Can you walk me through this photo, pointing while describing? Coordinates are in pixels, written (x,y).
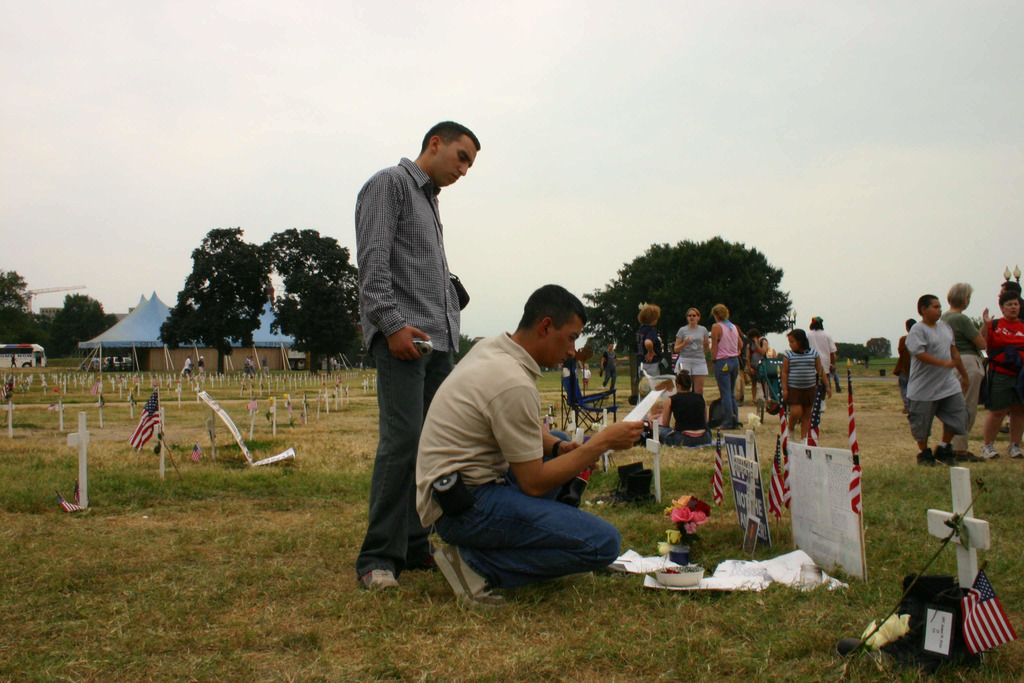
In this image there are a group of people (567,460) some of them are standing and some of them are walking, and at the bottom (287,607) there is grass (601,584). In the grass (148,465) there are some flags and some cross symbols (82,472), in the background (705,263) there are some trees (337,283) and tents (130,346). On the top of the image (402,99) there is sky (763,95).
